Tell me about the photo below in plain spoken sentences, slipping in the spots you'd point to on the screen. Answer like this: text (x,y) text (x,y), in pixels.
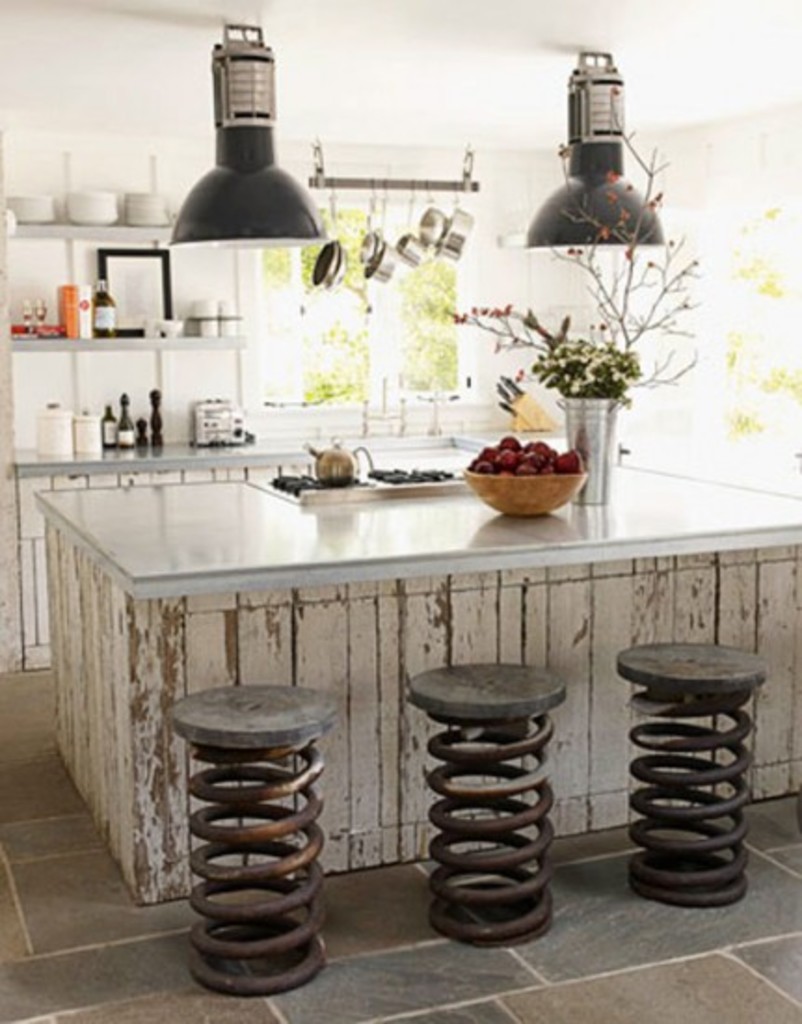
In this picture we can observe three stools (236,876). There is an orange color bowl (491,498) placed on the desk (252,540) in which we can observe some fruits (528,456). We can observe a flower vase (606,356) on this desk (413,537). There are two lights (257,181) fixed to the ceiling (209,12). In the background (26,211) we can observe shelf (69,226) in which some plates (129,219) and bottles (100,312) are placed. There is a window (353,356) beside the shelf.
